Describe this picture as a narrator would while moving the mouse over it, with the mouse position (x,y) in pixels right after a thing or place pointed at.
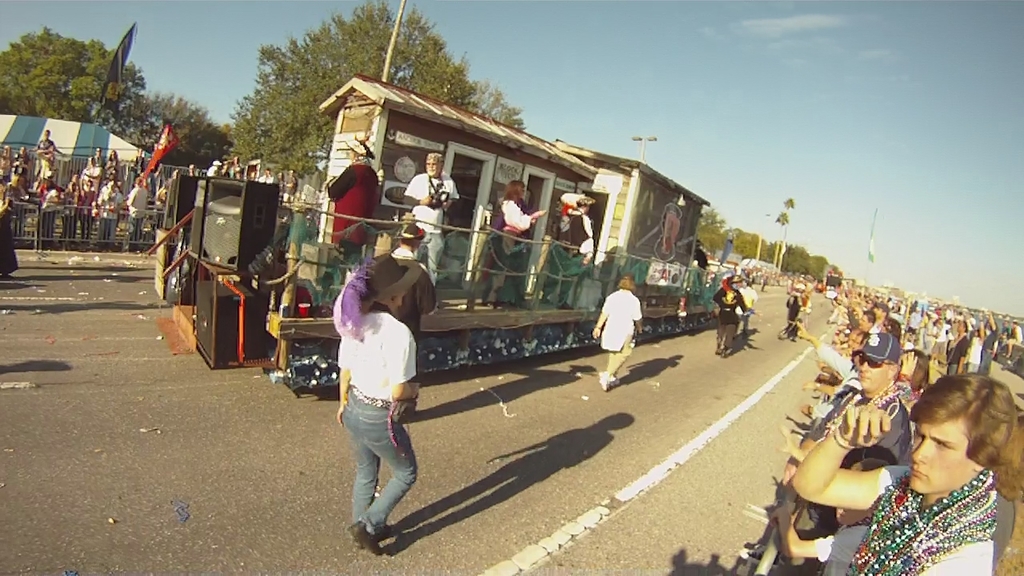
This picture shows a dais (529,168). We see people (517,226) standing and we see speakers (218,247) on the ground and few people (50,144) standing on both sides and we see trees (308,71) and plants (294,109) and a clear sky (838,32) and we see few of them walking and few of them wore hats (353,277) on their heads (745,283).
